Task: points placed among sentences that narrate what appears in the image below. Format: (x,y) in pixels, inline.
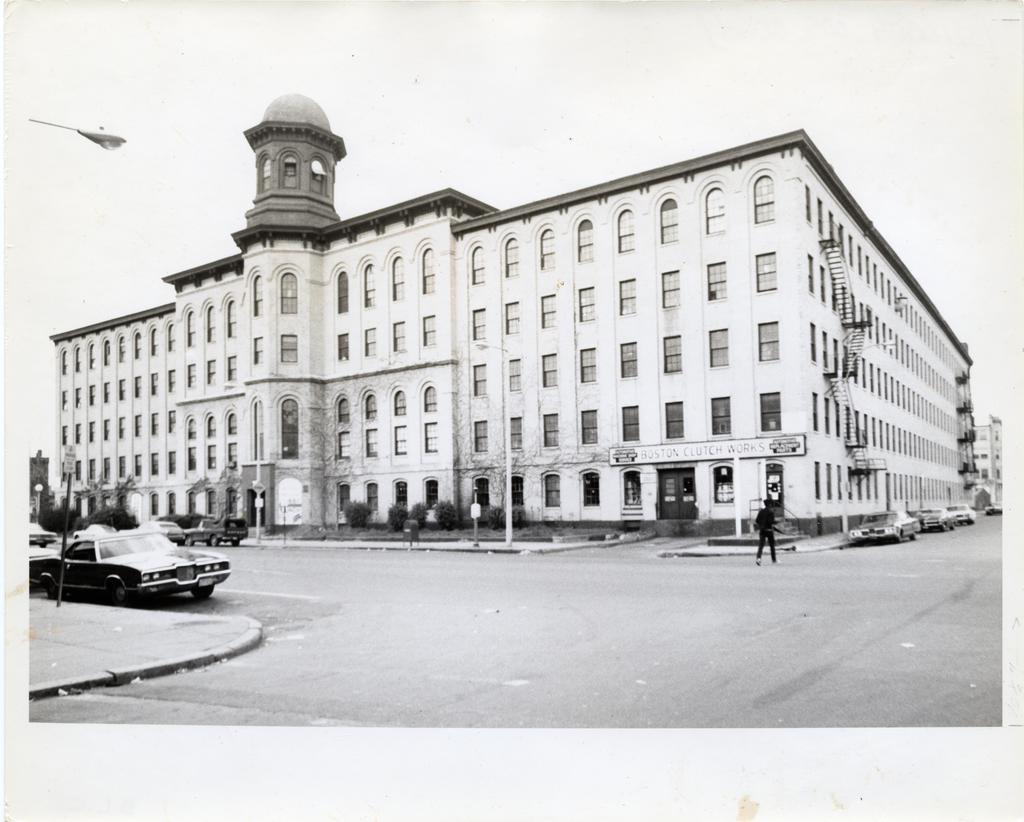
In this image, there is a road (820,690), at the left side (126,579) there is a car (103,568) and there is a path (89,641), at the right side (897,532) there are some cars (883,532) and there is a person (766,541) walking, there is a white color building (317,282), there are some windows (715,360) on the building (548,317), at the top (555,143) there is a sky (564,55).
